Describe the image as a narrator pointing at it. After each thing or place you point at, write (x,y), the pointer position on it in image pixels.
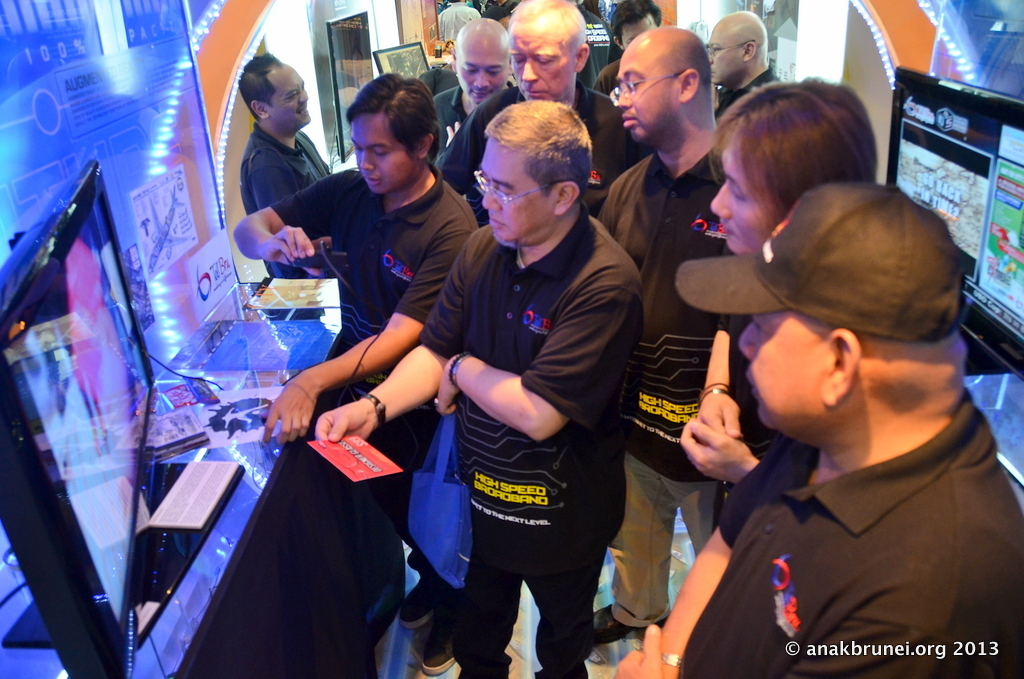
In this image I can see the group of people (556,344) with black color dresses (530,323). I can see few people (644,112) with the specs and one person (760,254) is wearing the cap (775,275). In-front of these people (601,285) I can see the system (122,393) and some papers (299,348) on the table (280,374). To the right (940,194) I can see an another system (927,197). In the background (379,22) I can see the boards (416,5).
